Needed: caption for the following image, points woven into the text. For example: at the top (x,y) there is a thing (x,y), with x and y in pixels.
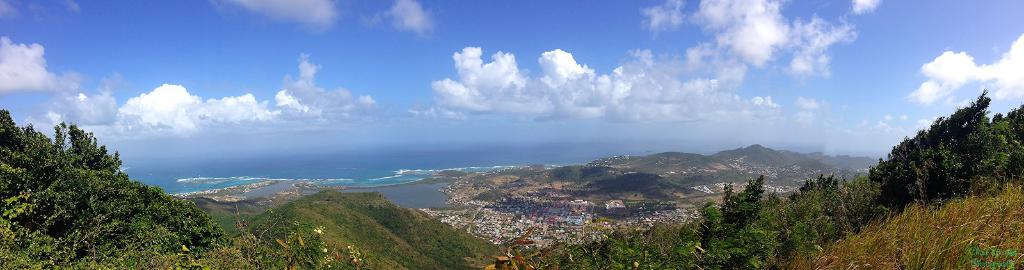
In this image we can see the trees (59,177). And we can see the grass (917,243). And we can see the houses (552,212). And we can see the ocean (360,168). And we can see the mountains (345,221). And we can see the sky (281,54) with the clouds (177,126). And we can see the shadow (599,185) of the clouds (606,87).
